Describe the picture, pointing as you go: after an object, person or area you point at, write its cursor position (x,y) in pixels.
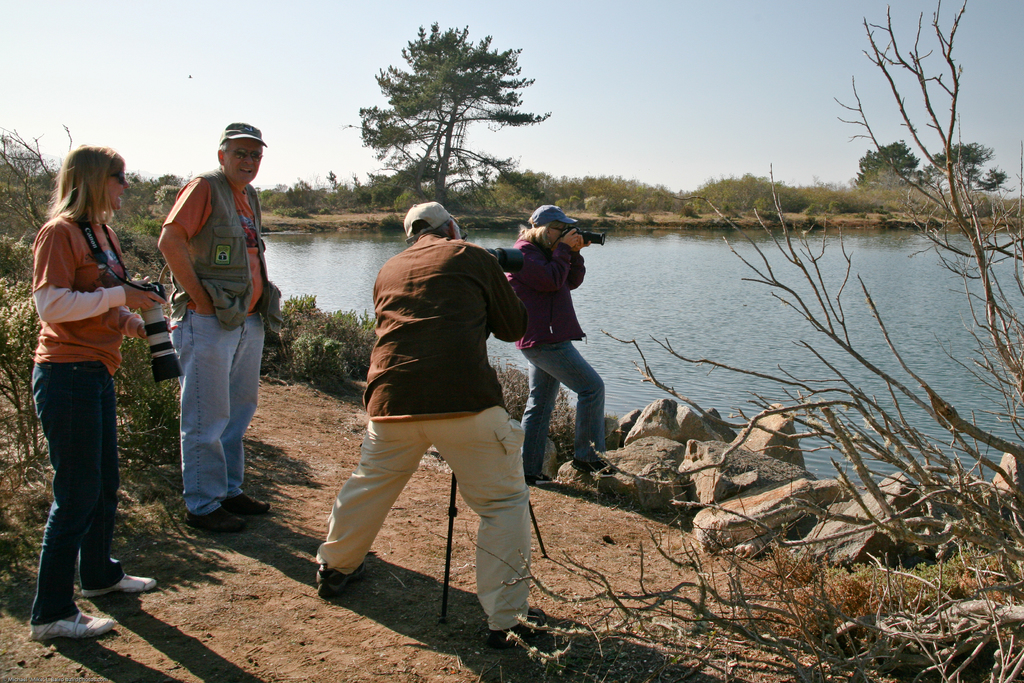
In this image we can see a few people (239,443), among them some holding the cameras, there are some trees (513,85), stones (634,445), water (592,309) and plants (137,492), in the background (589,38), we can see the sky (625,50).
